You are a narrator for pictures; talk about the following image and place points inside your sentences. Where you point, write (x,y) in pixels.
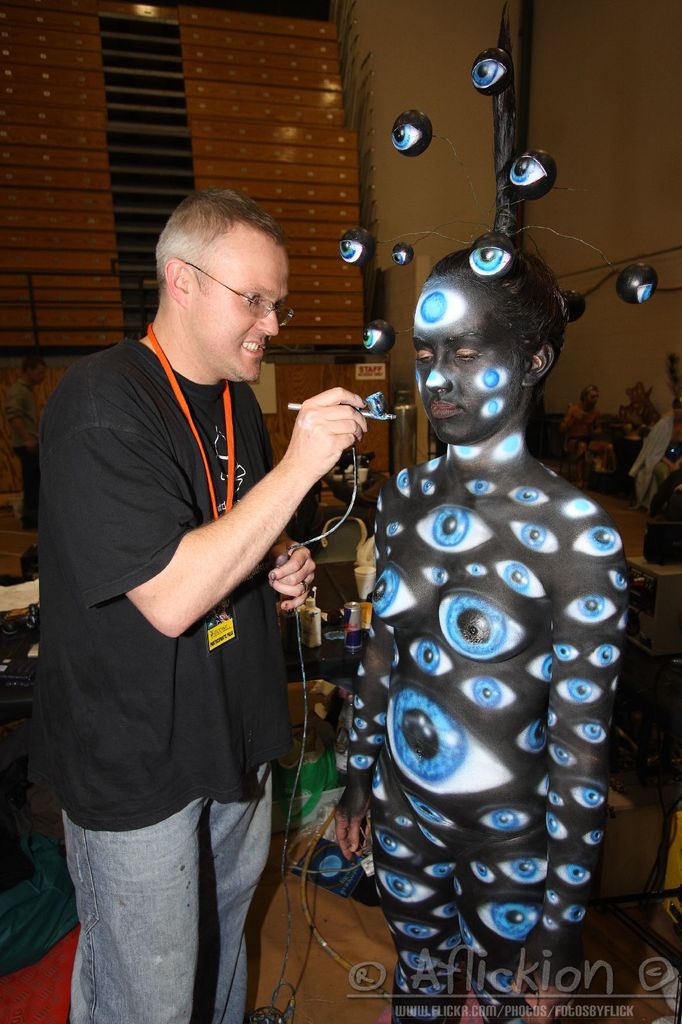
In this picture I can observe two persons (442,621). One of them is wearing black color T shirt (161,667) and orange color tag (165,365) in his neck (178,369). One of the persons (157,659) is painting the other person (434,550) with black and blue colors. I can observe eyes (468,745) painted on the other person (410,618). In the background (457,111) there is a wall (432,109).
